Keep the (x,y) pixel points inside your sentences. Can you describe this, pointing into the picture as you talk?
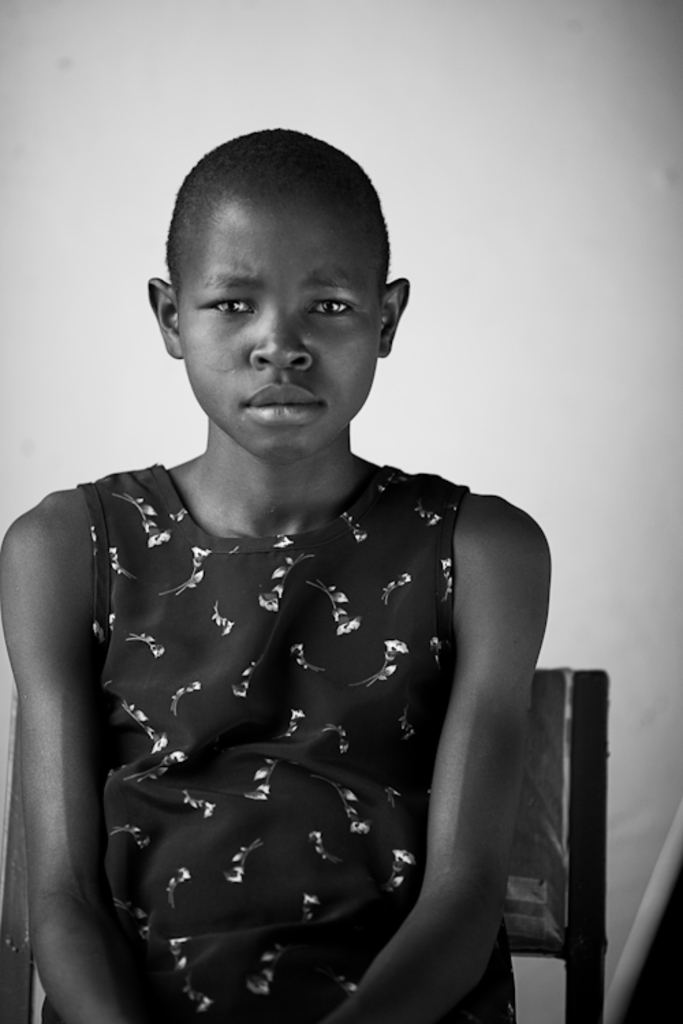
This is black and white image there is a girl (270,577) sitting on chair (593,955).
